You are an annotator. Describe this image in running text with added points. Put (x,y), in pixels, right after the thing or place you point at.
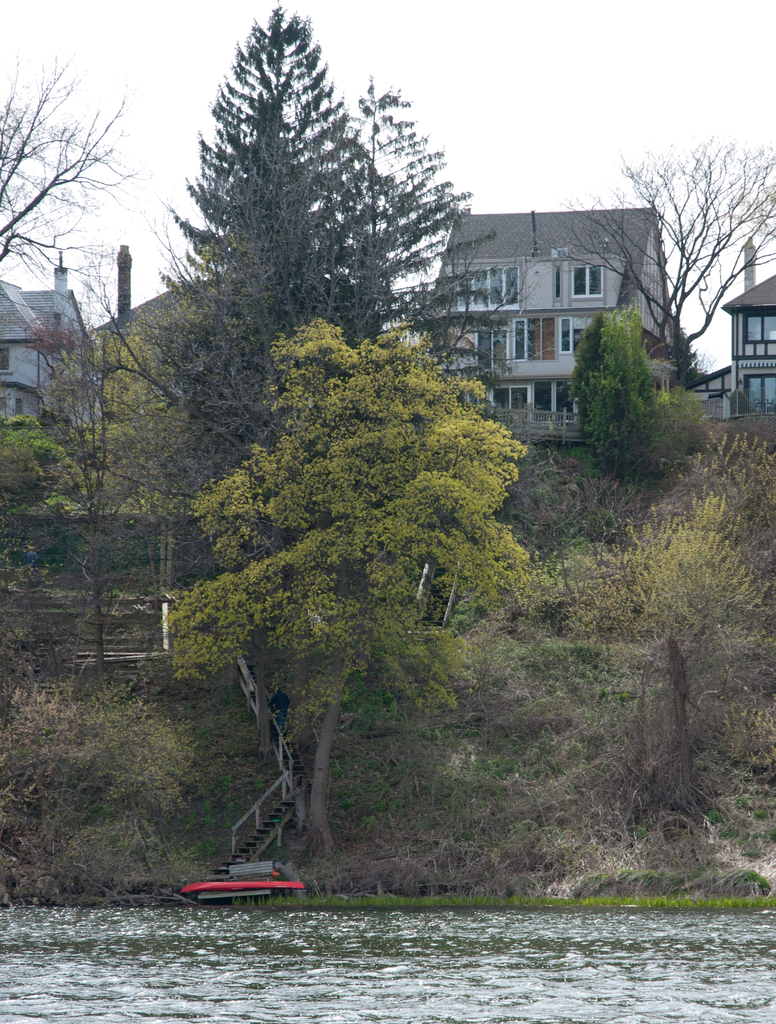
In front of the image there is water (344,961). At the bottom of the image (522,730) there is grass (533,685) on the surface (511,711). There is a person (279,715) standing on the stairs (278,815). In front of the stairs (256,854) there are some objects (257,890). In the background of the image (354,542) there are trees (416,420), buildings (505,363) and sky (538,56).
